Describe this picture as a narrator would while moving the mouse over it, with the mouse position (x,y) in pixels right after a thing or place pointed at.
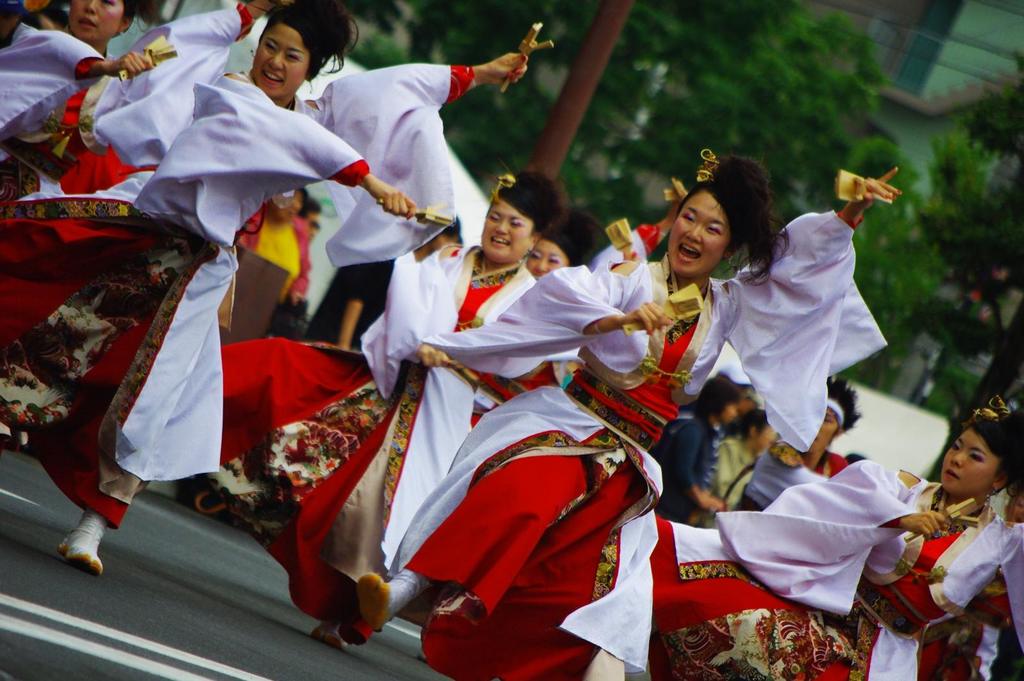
In this image we can see some people (453,281) wearing a colorful dress (642,246) and holding an object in their hands (905,524) and we can also see those people (849,521) are dancing on the road (106,641). In the background (836,105), we can some trees (782,116) and a building (919,161).
